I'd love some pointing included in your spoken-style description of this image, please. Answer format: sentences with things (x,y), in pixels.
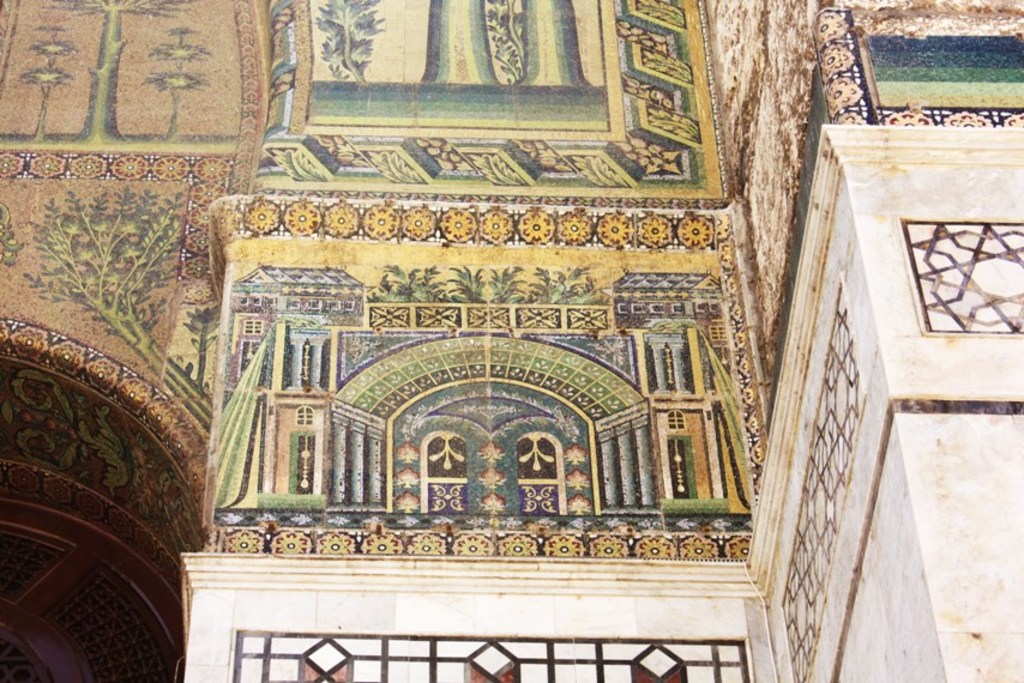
In this image we can see the wall (633,374), with some paintings (563,252) on it.
